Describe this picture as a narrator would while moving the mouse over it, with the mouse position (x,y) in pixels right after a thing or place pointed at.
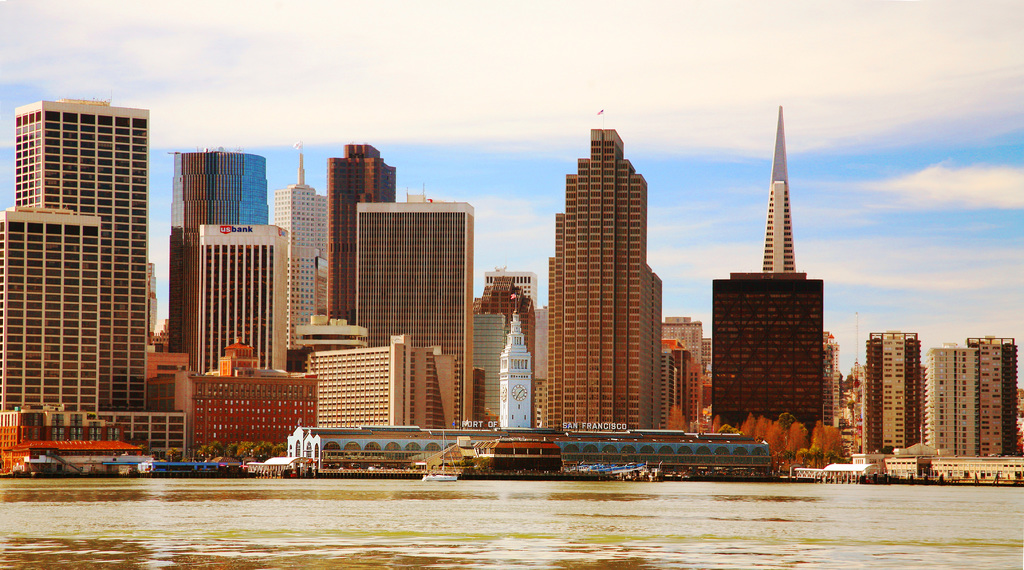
In this picture we can see buildings (576,378), trees (818,422), clock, boats (451,477) on water (642,531) and some objects (829,472) and in the background (787,59) we can see the sky (865,134) with clouds (882,196).
